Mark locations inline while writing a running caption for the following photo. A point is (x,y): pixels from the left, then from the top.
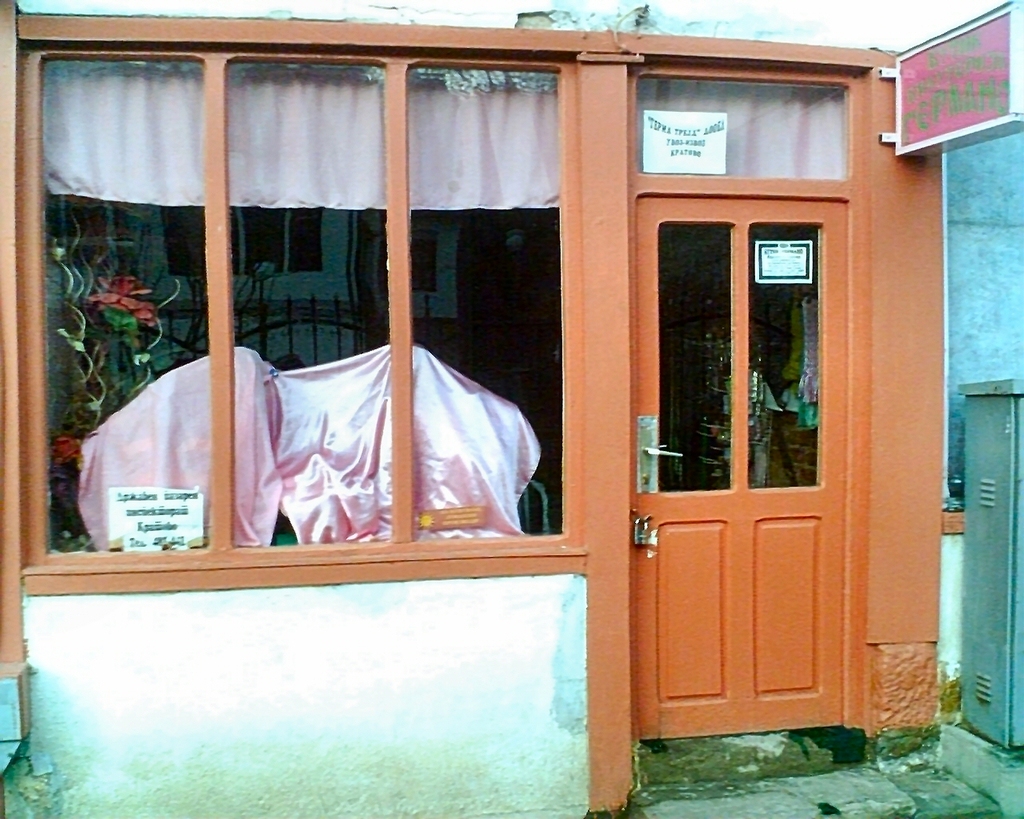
In the center of the image (374,276) there is a house (844,337). There is a door (680,231). There are windows (287,324).
